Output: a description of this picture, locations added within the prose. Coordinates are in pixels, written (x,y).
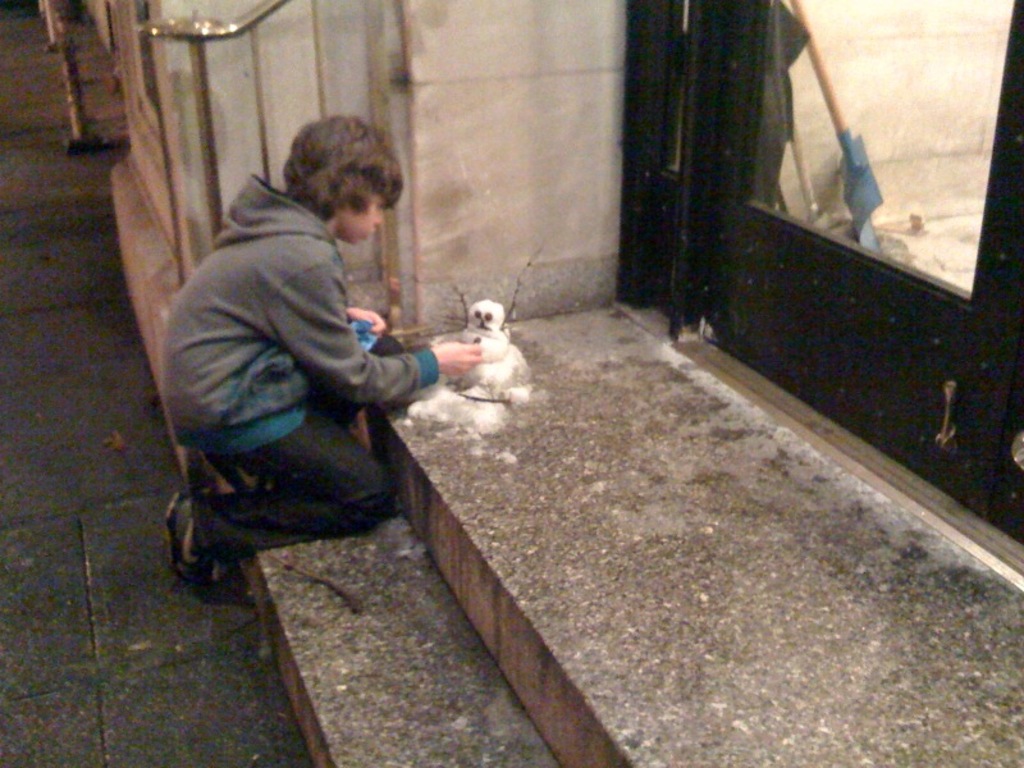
In the center of the image (397,378) we can see a kid (216,363) is holding some objects (355,344). In front of him, we can see a snowman (501,374). In the background (454,78) there is a wall (551,113) and a few other objects (732,173).
